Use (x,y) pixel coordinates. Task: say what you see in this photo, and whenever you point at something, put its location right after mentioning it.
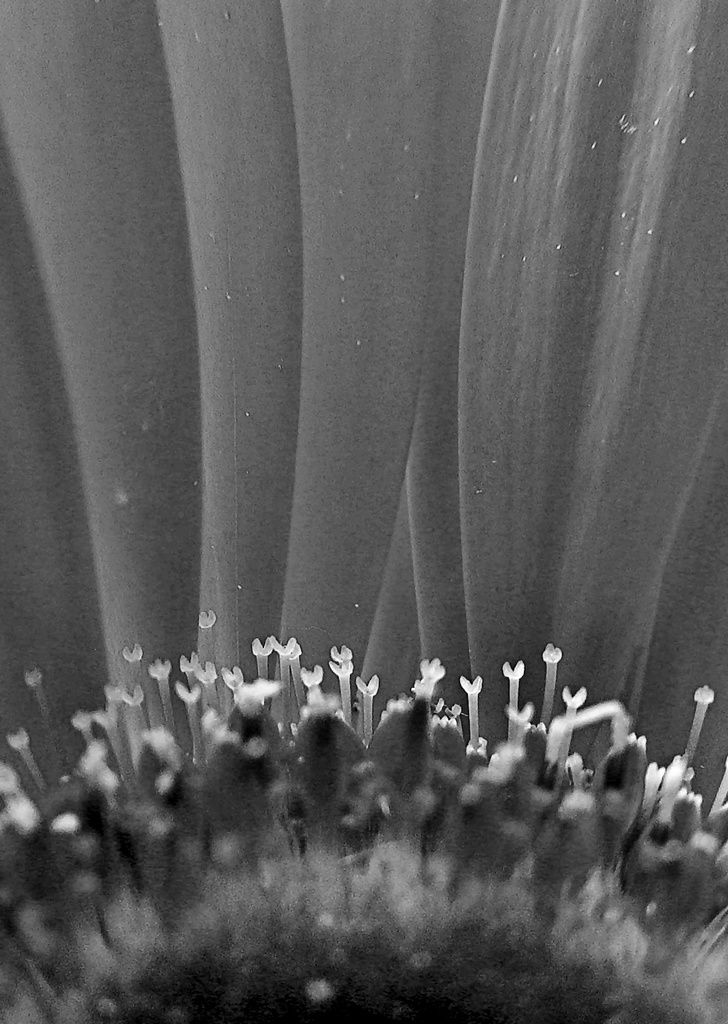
In the picture i can see a flower (275,589) and some petals (96,697) of a flower (243,773).
